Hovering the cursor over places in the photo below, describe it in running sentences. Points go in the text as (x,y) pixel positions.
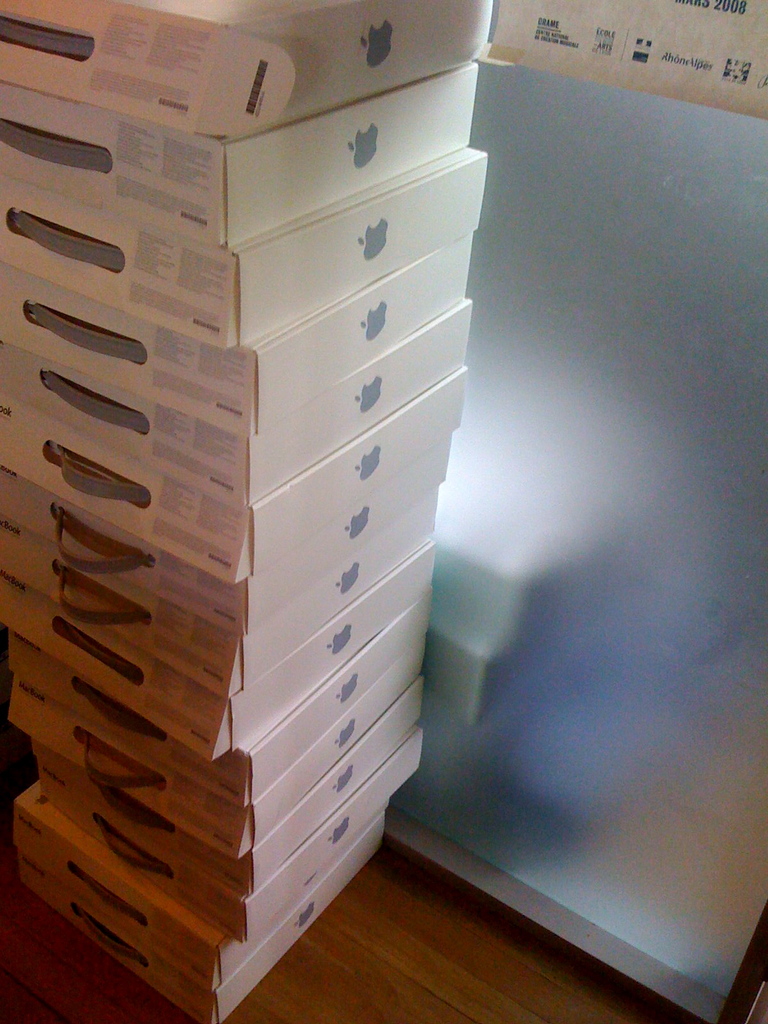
In this picture we can see few boxes (381,438).
